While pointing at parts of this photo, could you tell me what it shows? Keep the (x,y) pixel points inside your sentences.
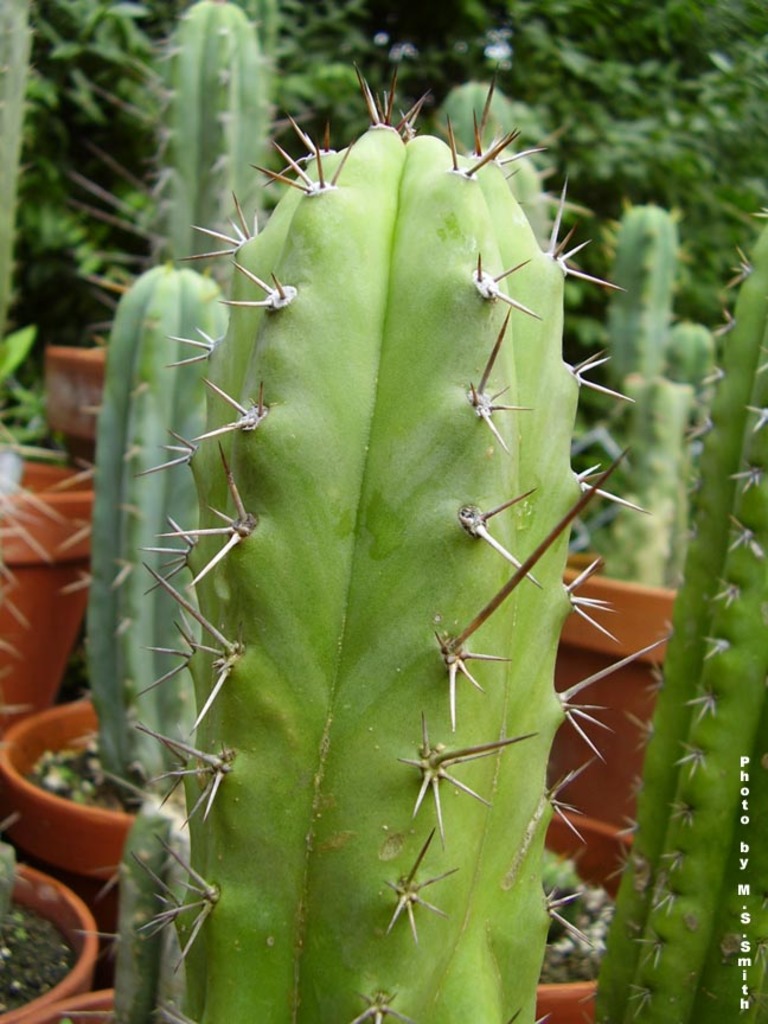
Here in this picture we can see cactus plants (271,367) present over there.
